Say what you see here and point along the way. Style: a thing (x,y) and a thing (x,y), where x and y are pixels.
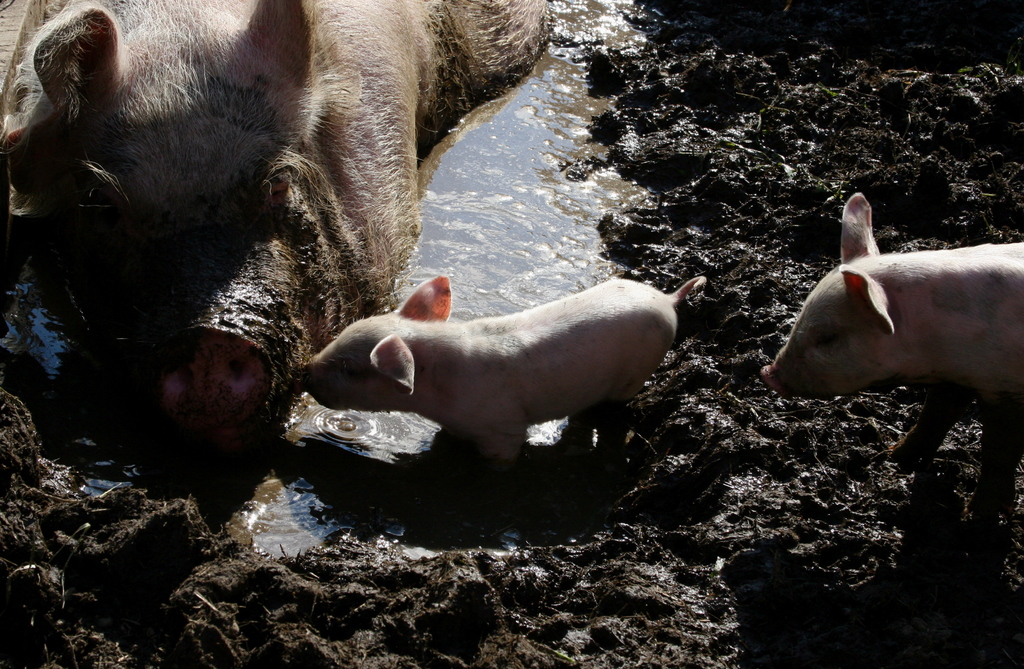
In this picture we can see pigs (253,258), water (581,256) and mud (699,467).
